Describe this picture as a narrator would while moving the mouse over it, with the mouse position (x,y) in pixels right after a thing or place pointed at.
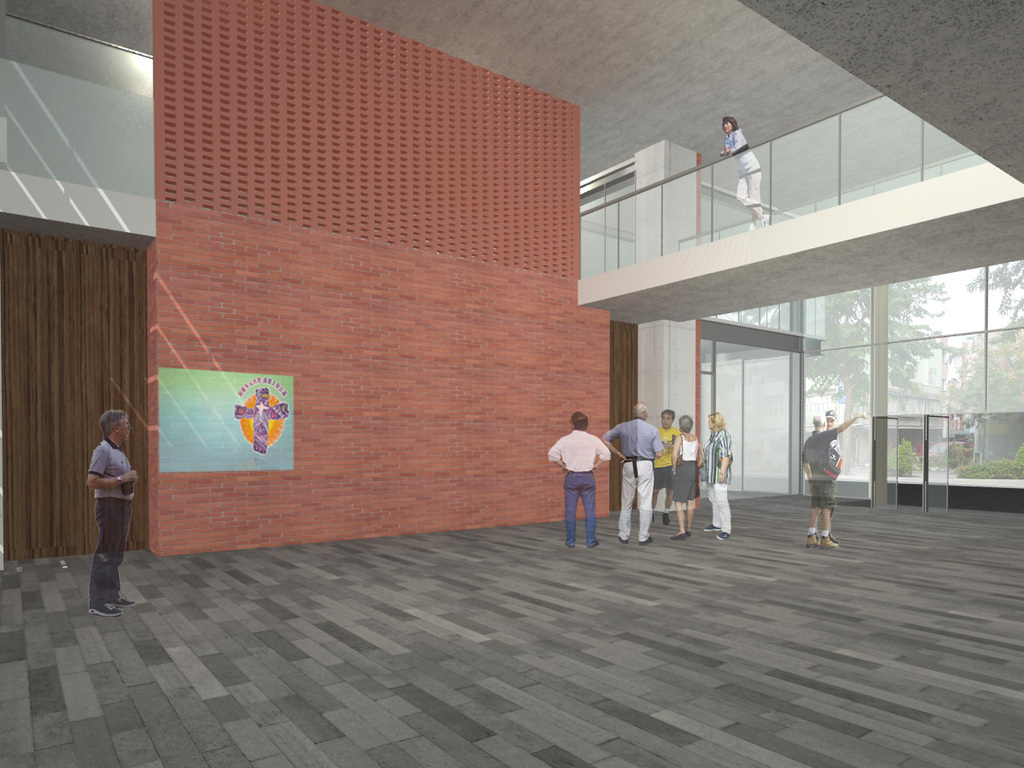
This is an animated image. In this image we can see people (657,479) standing. There is a wall (489,378). At the bottom of the image (566,676) there is floor (417,698).
